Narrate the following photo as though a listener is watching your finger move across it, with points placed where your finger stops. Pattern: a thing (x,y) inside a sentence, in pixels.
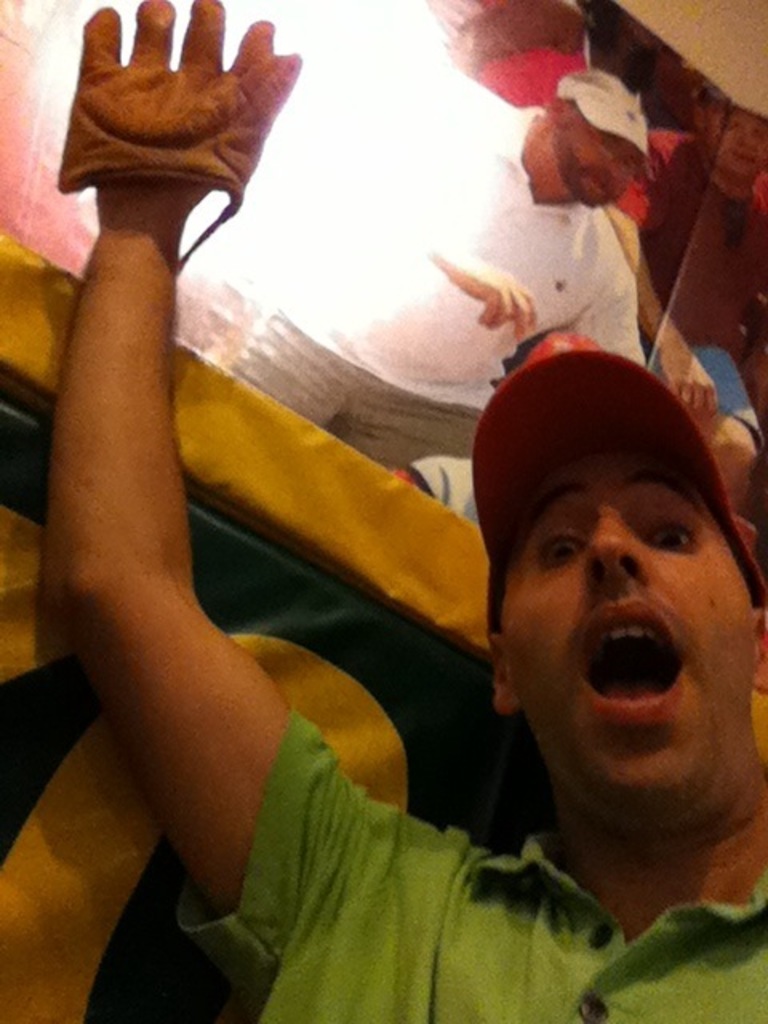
In the center of the image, we can see a person (648,730) wearing a cap (491,503) and a glove (176,94) and in the background (491,219), we can see a wall (572,107) and there is a cloth (291,546).
